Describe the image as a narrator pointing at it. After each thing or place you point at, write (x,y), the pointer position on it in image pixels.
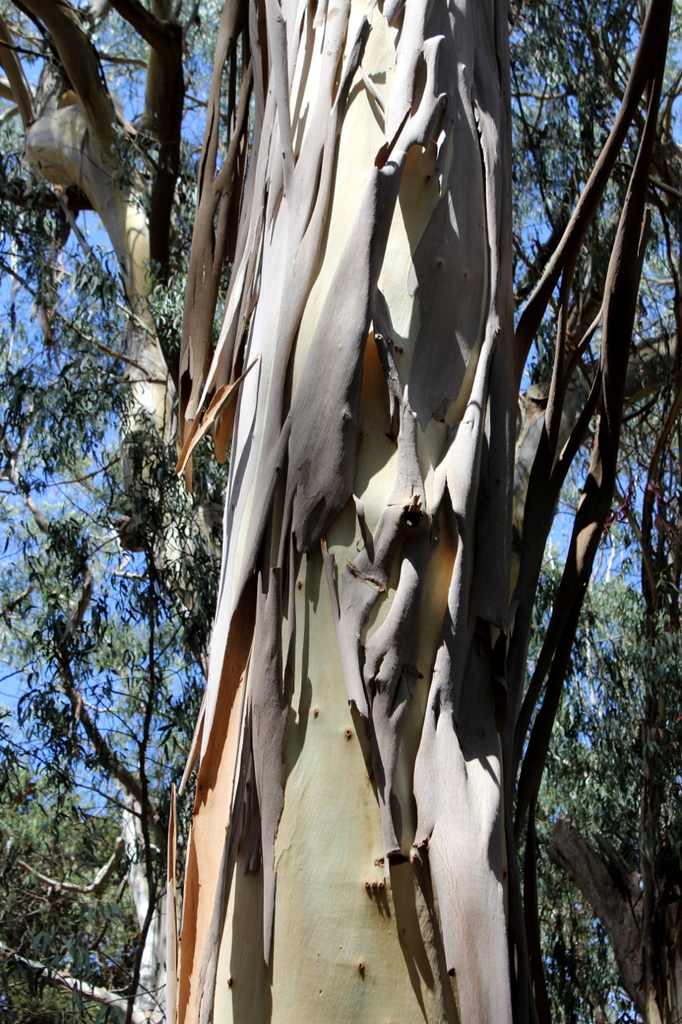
This picture is taken from the outside of the city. In this image, in the middle (408,367), we can see a tree (356,913). In the background (605,132), we can see some trees (9,177). In the background (90,607), we can also see a sky (170,673).
